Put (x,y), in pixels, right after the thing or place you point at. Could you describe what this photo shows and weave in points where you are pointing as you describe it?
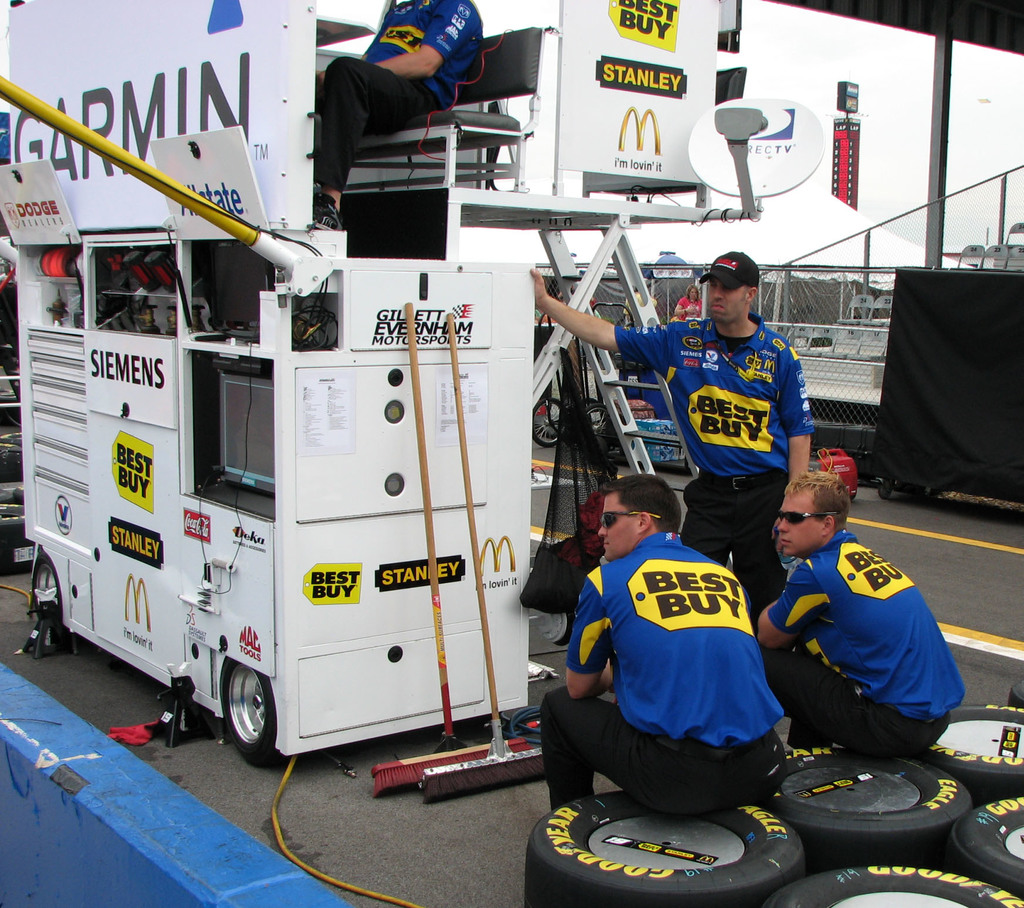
In this image there are people (699,577). At the bottom (723,823) there are tires (681,874) and we can see brooms (453,741). We can see a booth (317,376) and there is a fence (844,316). There is sky (882,160) and we can see a pipe (283,851).
